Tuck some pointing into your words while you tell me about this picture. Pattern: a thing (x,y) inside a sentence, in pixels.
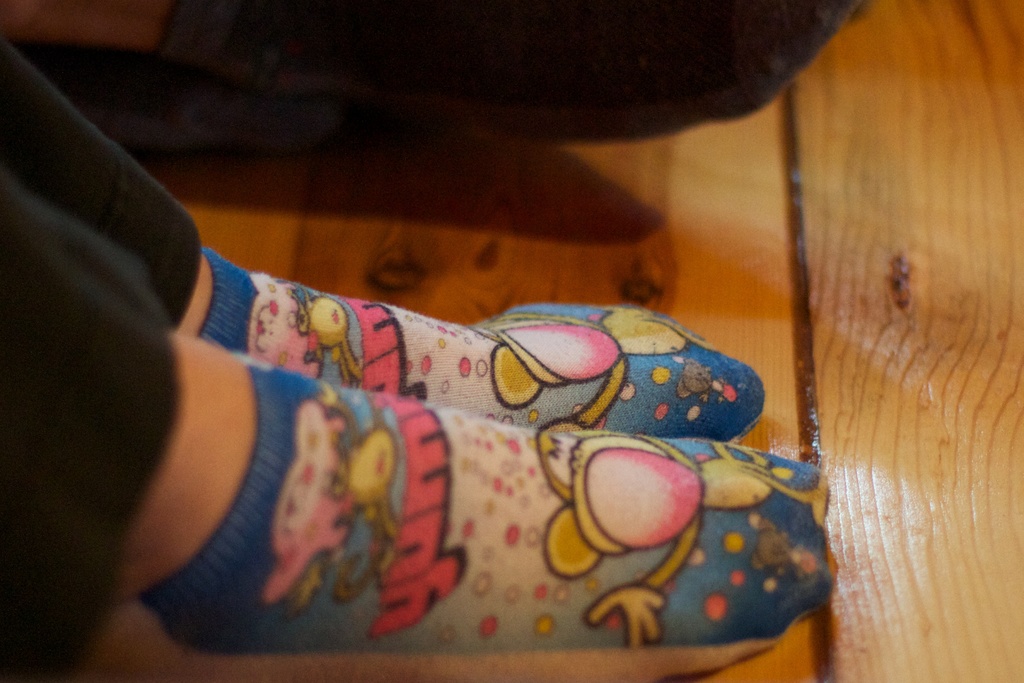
In this picture we can observe socks (325,504) which are in blue and white color to the human legs (290,344). We can observe a black color pant (98,398). There is a wooden floor (415,239) which is in brown color in the background (744,260).
